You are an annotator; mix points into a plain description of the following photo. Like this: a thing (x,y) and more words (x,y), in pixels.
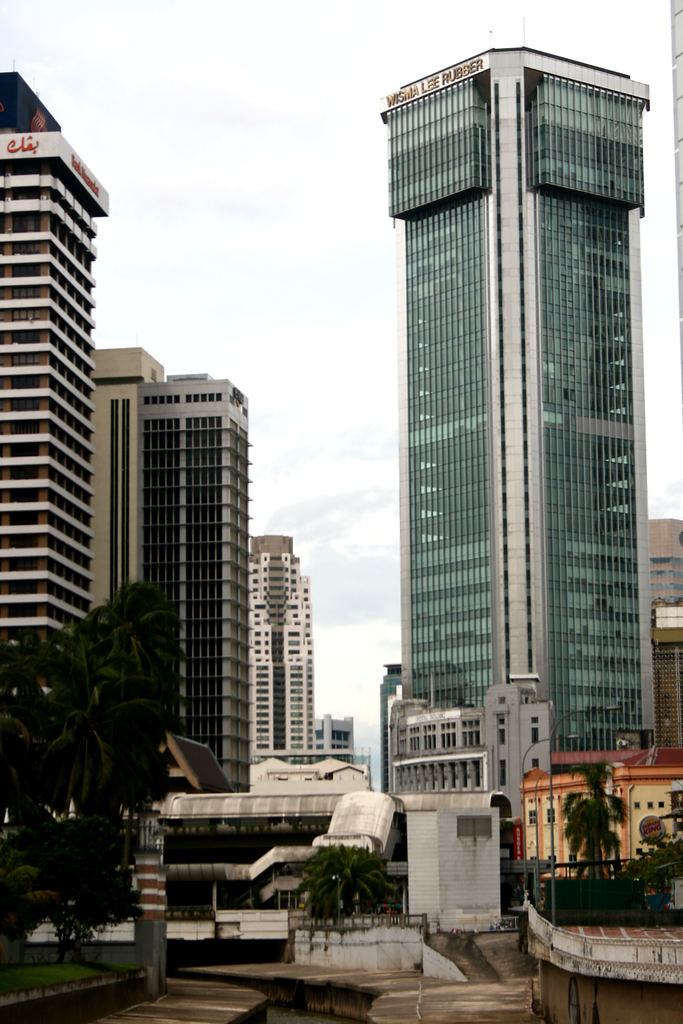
In this image we can see few buildings (391,752), trees (96,718) and the sky (298,354) in the background (296,204).
